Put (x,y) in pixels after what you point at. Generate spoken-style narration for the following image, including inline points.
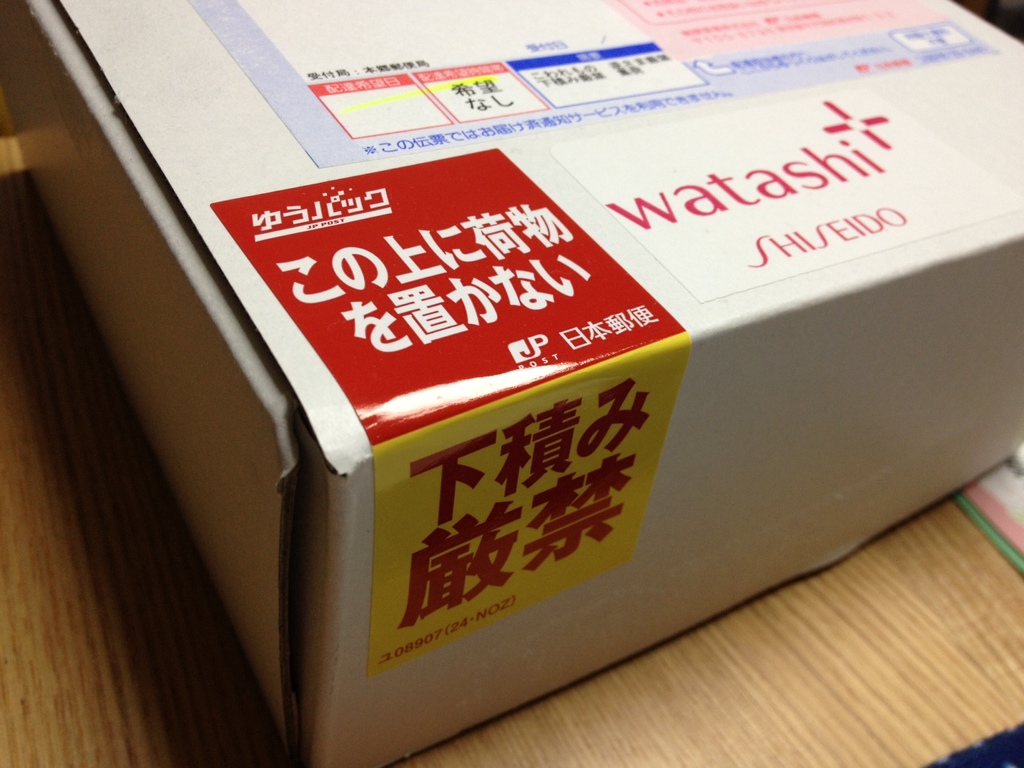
In this image I can see the cardboard box (552,465) on the cream color surface (600,723).
